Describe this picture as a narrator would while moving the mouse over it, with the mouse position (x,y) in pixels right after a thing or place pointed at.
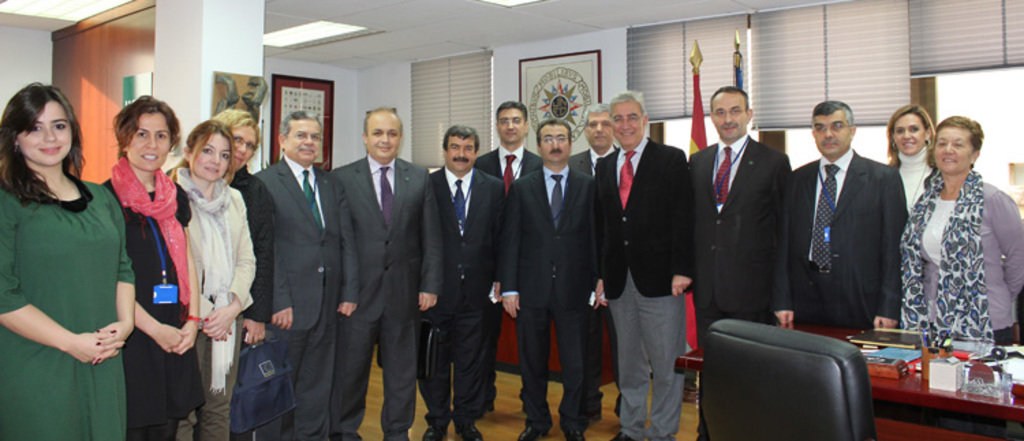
In this picture I can see many people (494,208) were standing in the row and everyone is smiling. In the bottom right corner (874,348) I can see the box (958,368), papers (911,349), books (885,342), files (896,351), mobile phone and other objects (902,376). Beside the table (910,386) there is a black chair (812,390). Behind this group (837,249) I can see the wall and flags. In the top (451,112) I can see the window blinds (477,124) and frames (548,109).
